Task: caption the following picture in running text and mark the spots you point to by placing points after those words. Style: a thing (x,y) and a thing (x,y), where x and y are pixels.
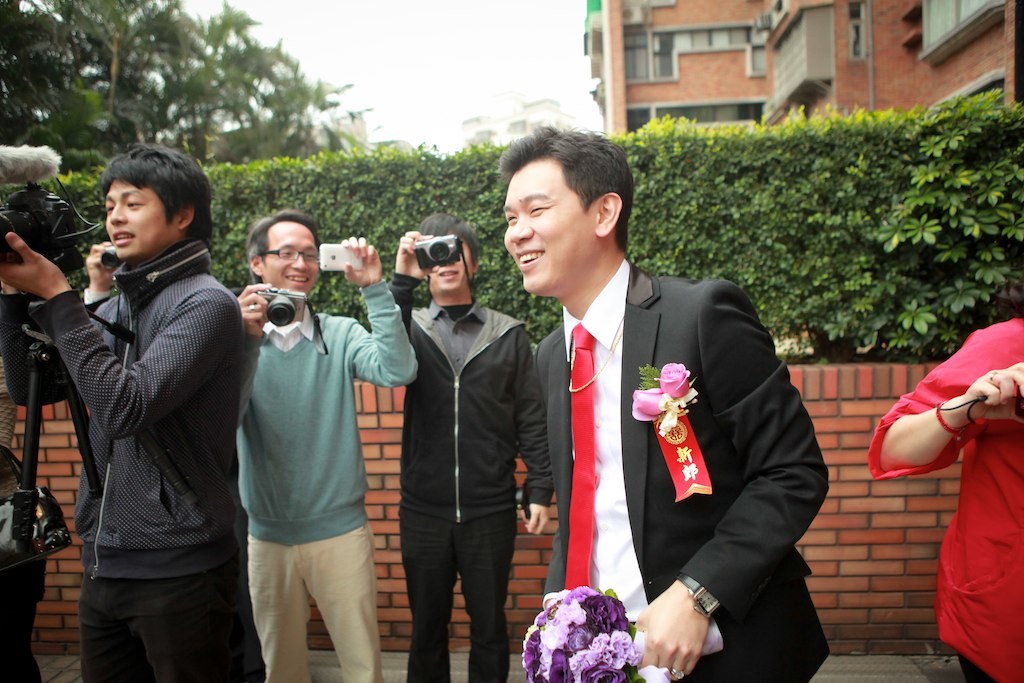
In this picture we can see a group of people (278,455) standing on the ground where some are holding cameras (430,247) with their hands (248,327) and in the background (487,74) we can see the sky (516,50).
